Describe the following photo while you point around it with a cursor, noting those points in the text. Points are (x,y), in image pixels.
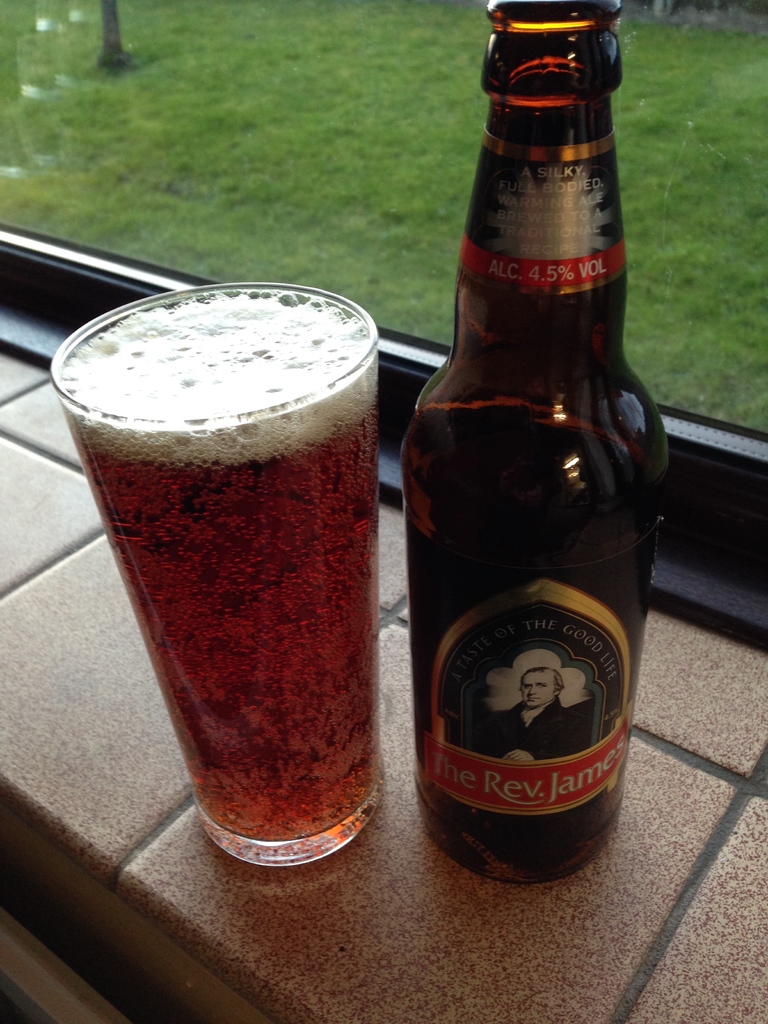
In this image, I can see a glass (238,634) of beer (342,499) and a beer bottle (457,730) are placed on the wall (407,940). In the background (363,229), I can see the grass (291,136) through the transparent glass window (301,240).
